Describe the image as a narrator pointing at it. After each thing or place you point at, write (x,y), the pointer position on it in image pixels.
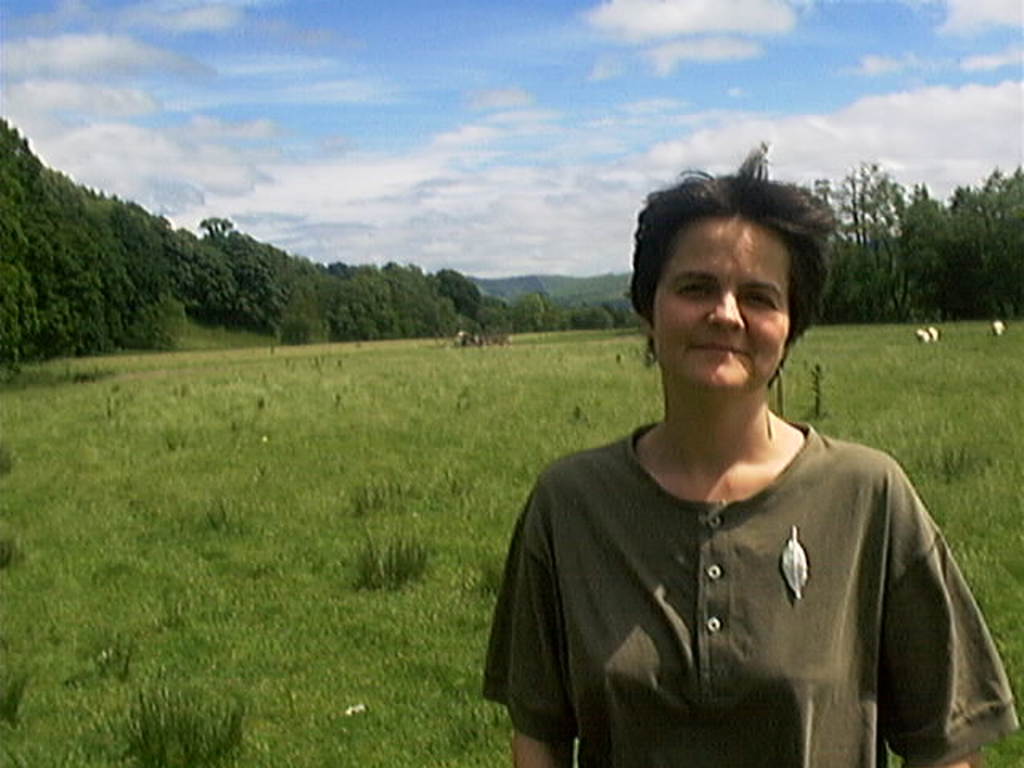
In the image we can see a person (802,660) wearing clothes (775,587) and the person (708,375) is smiling. There are many trees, grass (208,425) and the cloudy pale blue sky (475,203).
